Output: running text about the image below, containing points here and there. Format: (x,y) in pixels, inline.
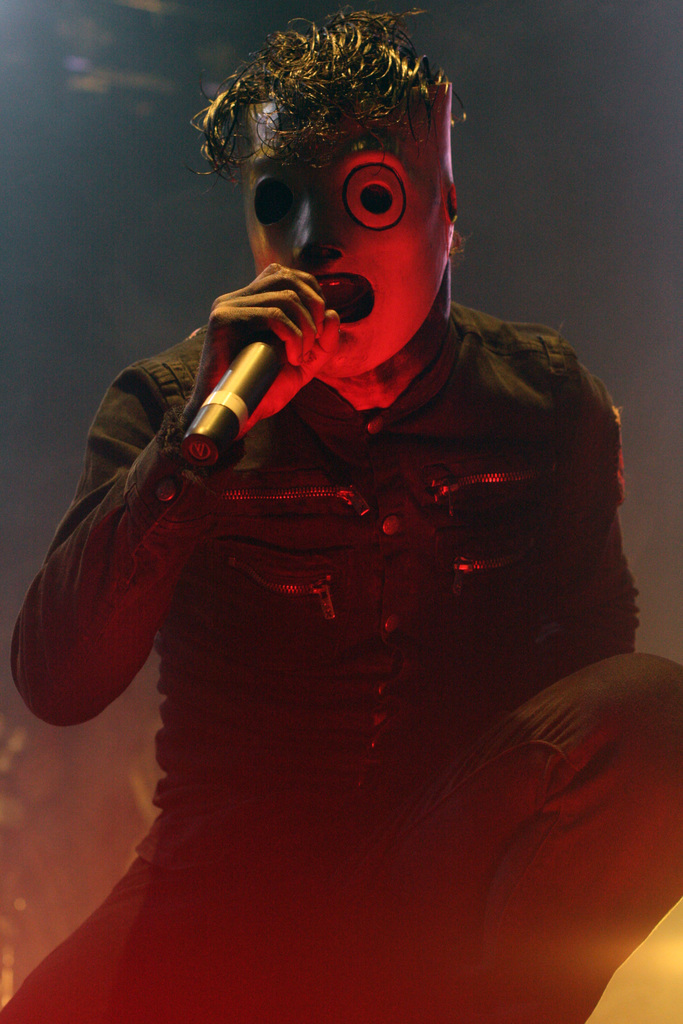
In the picture we can see a person (320,839) singing a song holding a microphone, he is in a mask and the background (572,255) is dark.
